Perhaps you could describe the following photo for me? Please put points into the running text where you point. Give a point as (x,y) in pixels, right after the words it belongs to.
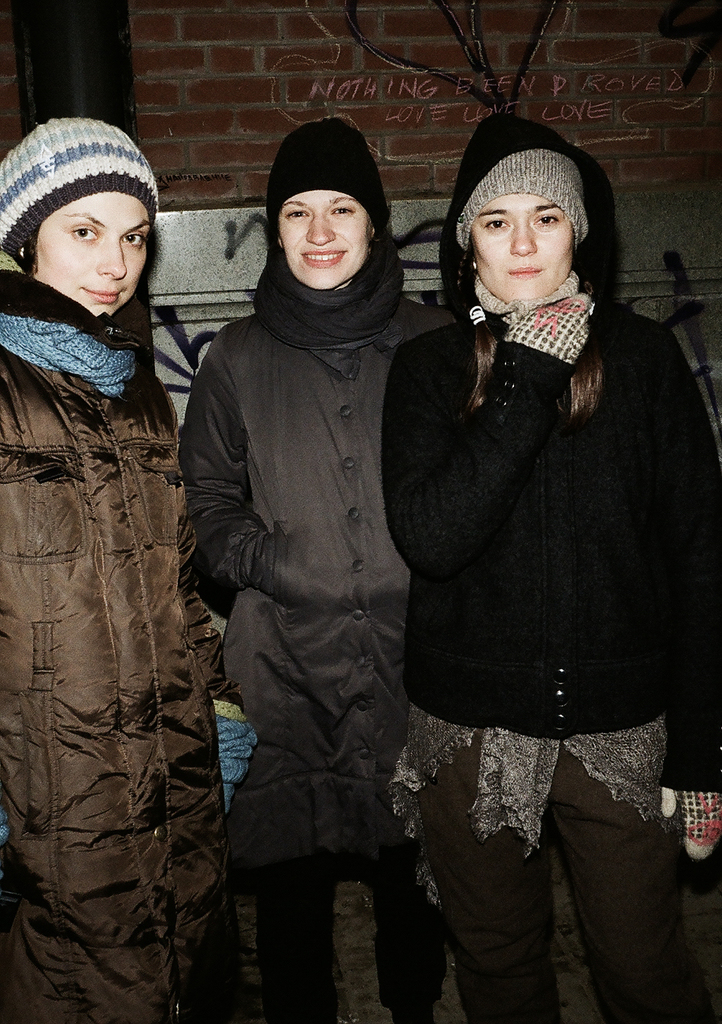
In this image three persons (334,543) are wearing jackets (340,509) and scarfs (25,327). They are wearing caps (19,241). They are standing on the floor (568,906). Behind them there is wall (614,33).
